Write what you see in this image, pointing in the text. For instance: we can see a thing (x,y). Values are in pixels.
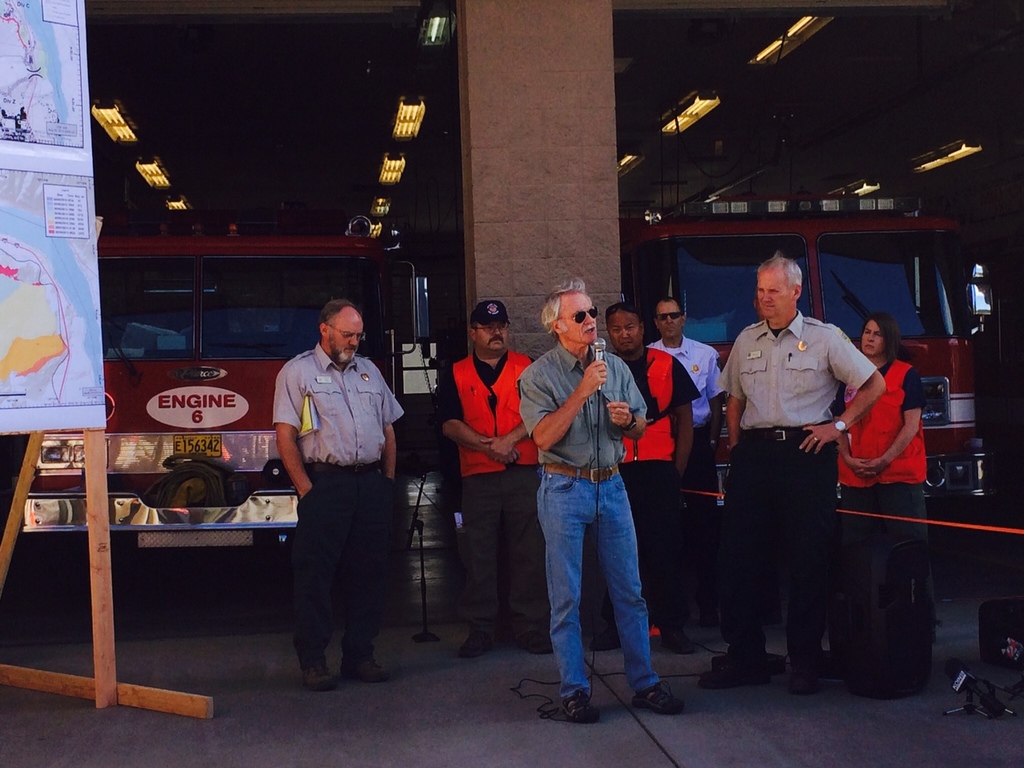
In this image there is a person (583,494) holding a mike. There are people (765,473) standing on the floor (931,705). Left side (48,329) there is a board (31,350) attached to the stand (106,539). There are objects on the floor (436,510). Top of the image (123,135) there are lights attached to the roof (616,34).
